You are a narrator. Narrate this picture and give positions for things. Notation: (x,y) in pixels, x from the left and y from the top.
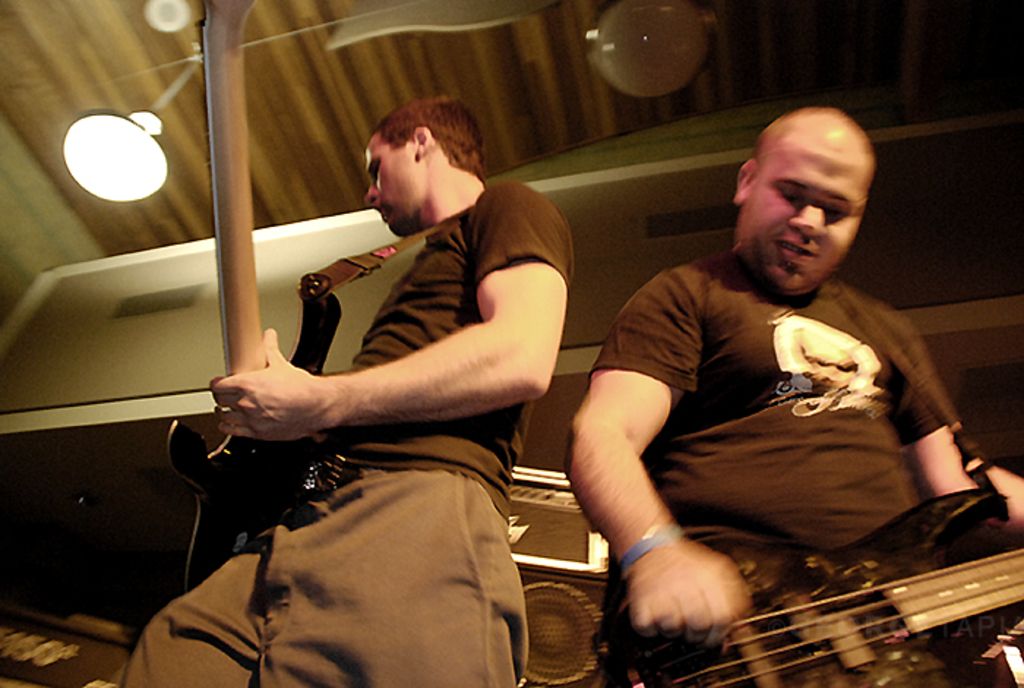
These two persons (460,500) are playing guitar (810,643) and standing. On top (122,158) there is a light (139,149). Backside of this person (654,557) there is a speaker (569,627) and box (547,518).
